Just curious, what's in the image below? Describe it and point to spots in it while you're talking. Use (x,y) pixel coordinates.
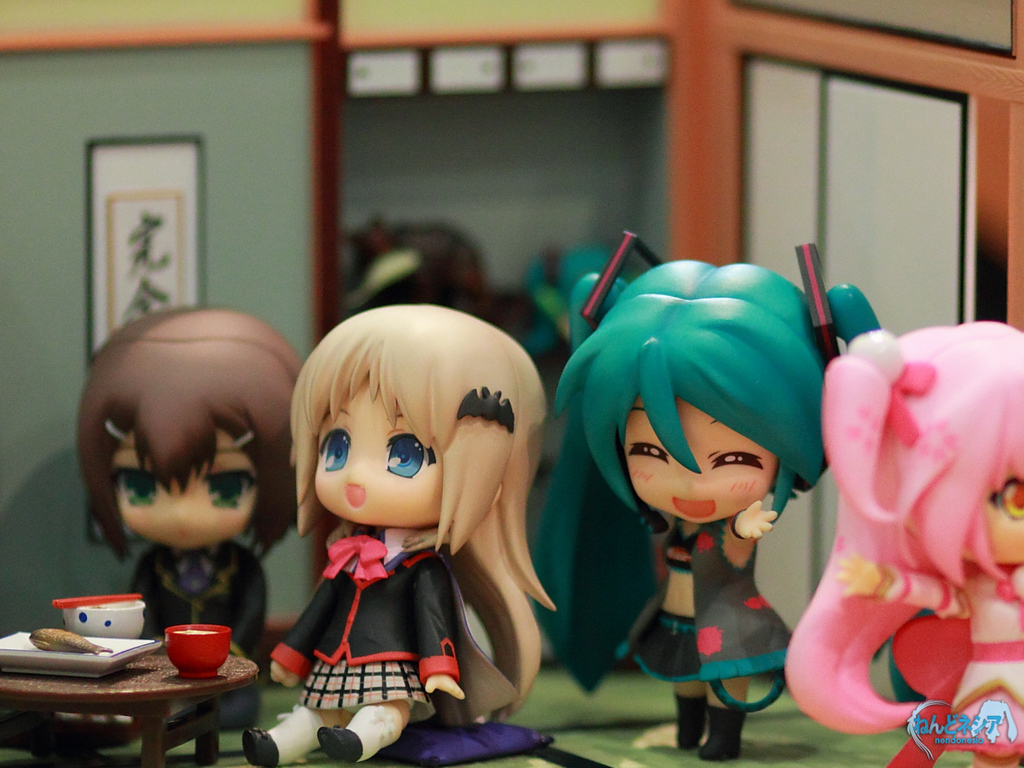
In this picture we can see four toy dolls (667,556) in the images. Behind we can see the wall (219,274), sliding doors (806,179) and hanging photo frame (164,193).
